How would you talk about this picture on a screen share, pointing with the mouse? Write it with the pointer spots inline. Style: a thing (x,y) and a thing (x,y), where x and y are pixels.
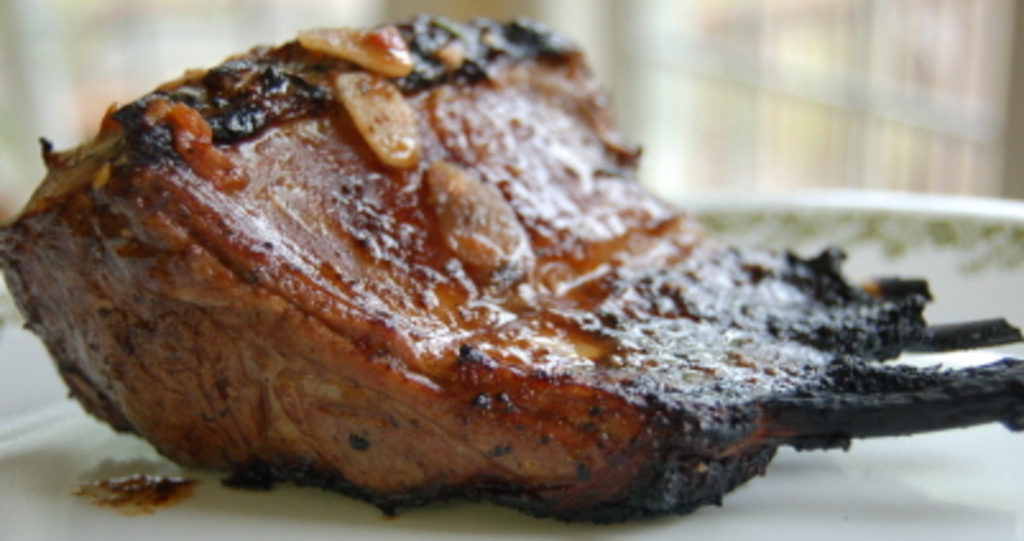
In this picture we can see a food (148,244) on a plate (1001,233) and in the background (819,103) it is blurry.
